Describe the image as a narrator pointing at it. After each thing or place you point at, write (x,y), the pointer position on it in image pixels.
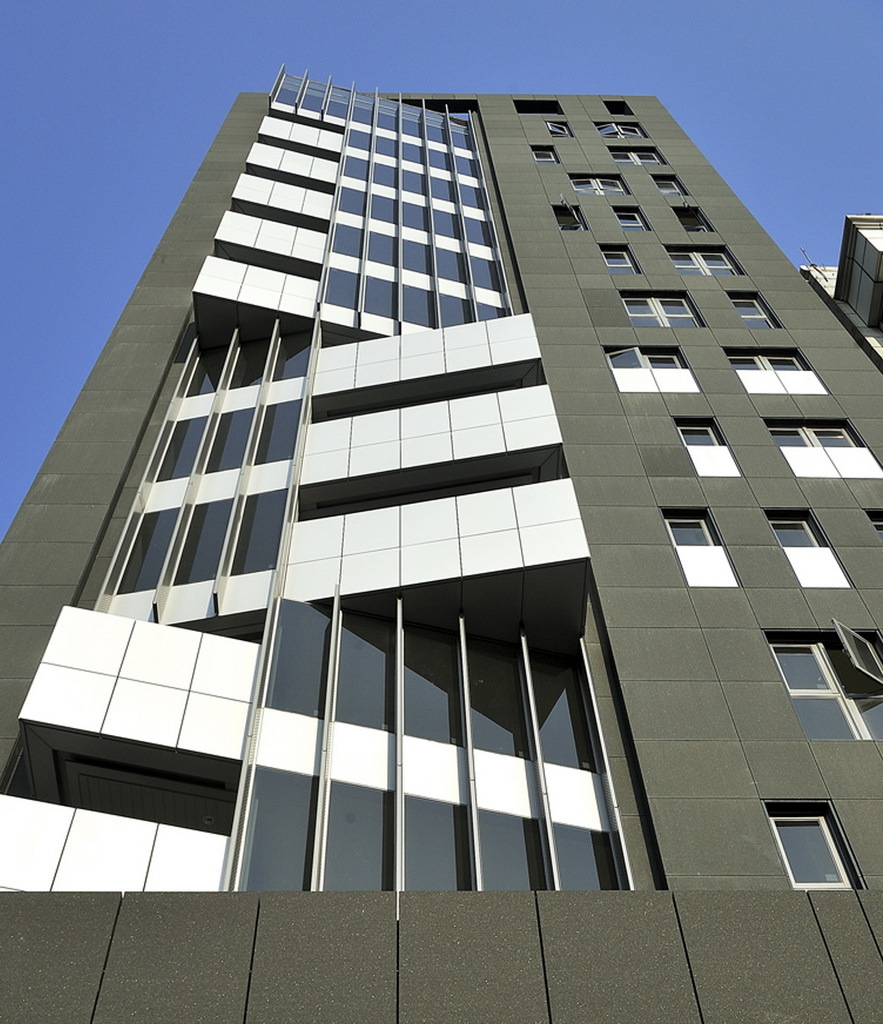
In this picture I can observe a building (580,412). I can observe some windows (682,540) in this building (727,393). In the background (89,122) there is sky (427,51).
